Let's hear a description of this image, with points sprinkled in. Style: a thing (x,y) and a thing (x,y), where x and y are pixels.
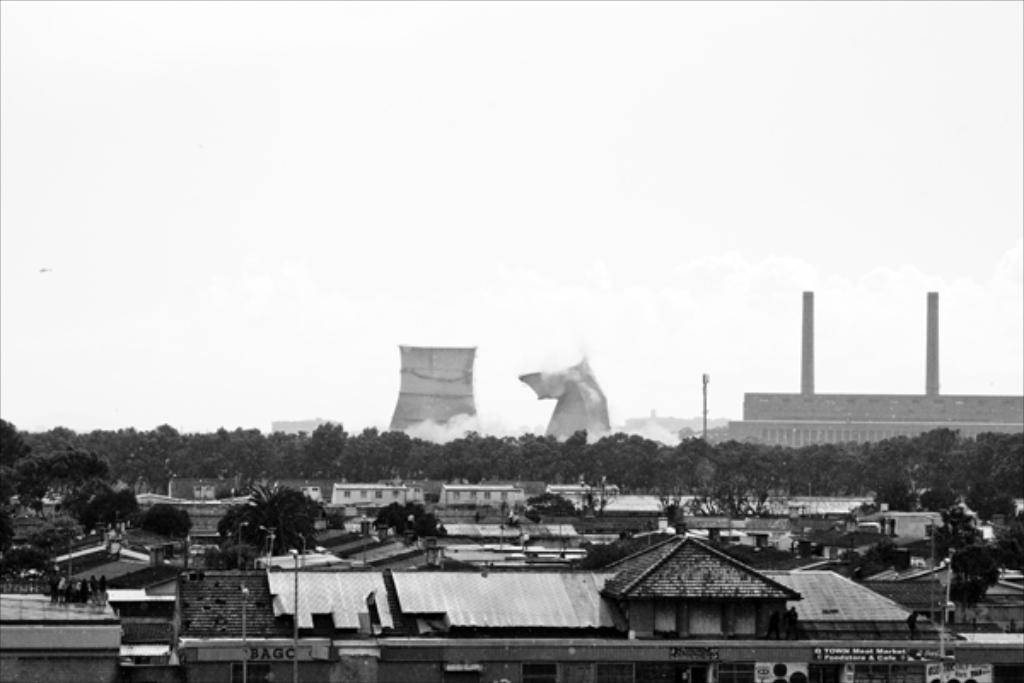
There are many buildings (811,626), poles (295,575). Also there are trees (395,465). In the background (514,164) there is sky (504,165).
